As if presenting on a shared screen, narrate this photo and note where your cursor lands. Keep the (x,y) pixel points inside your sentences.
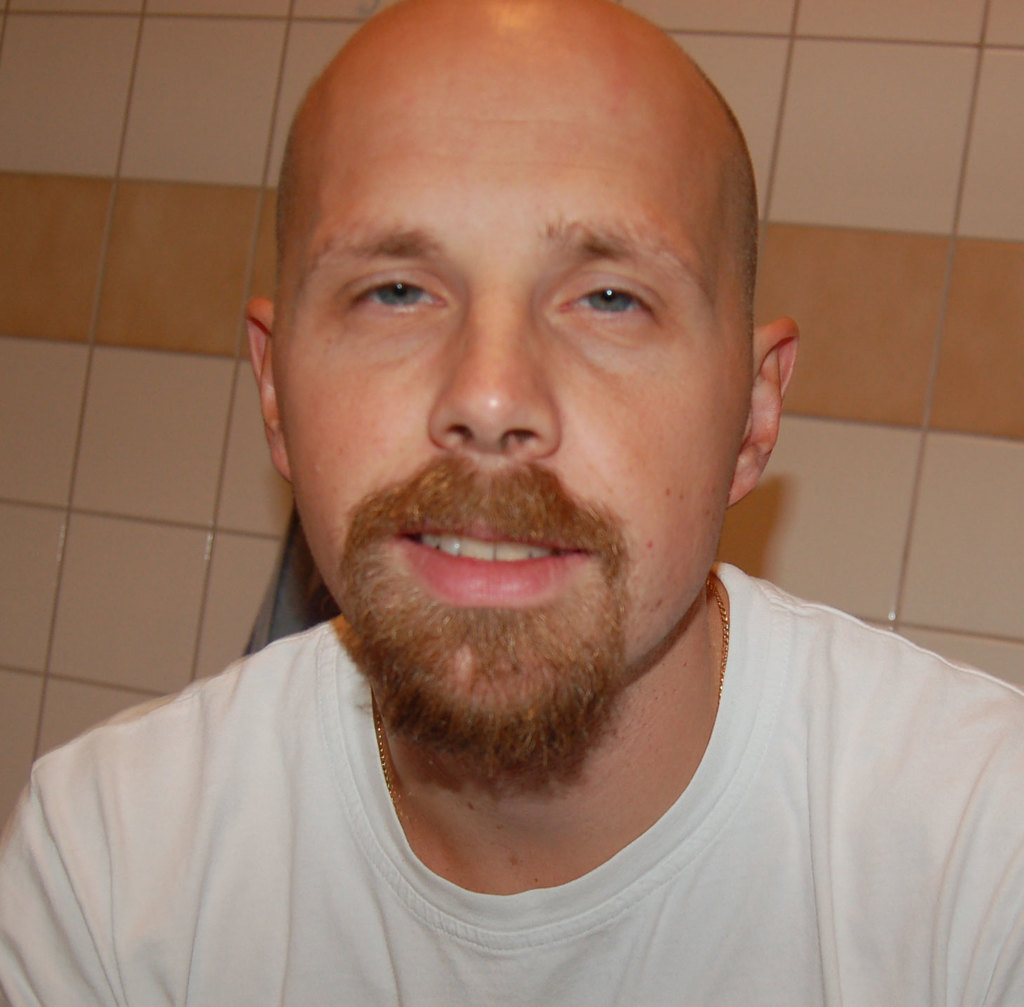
In this image we can see a man (404,488).
